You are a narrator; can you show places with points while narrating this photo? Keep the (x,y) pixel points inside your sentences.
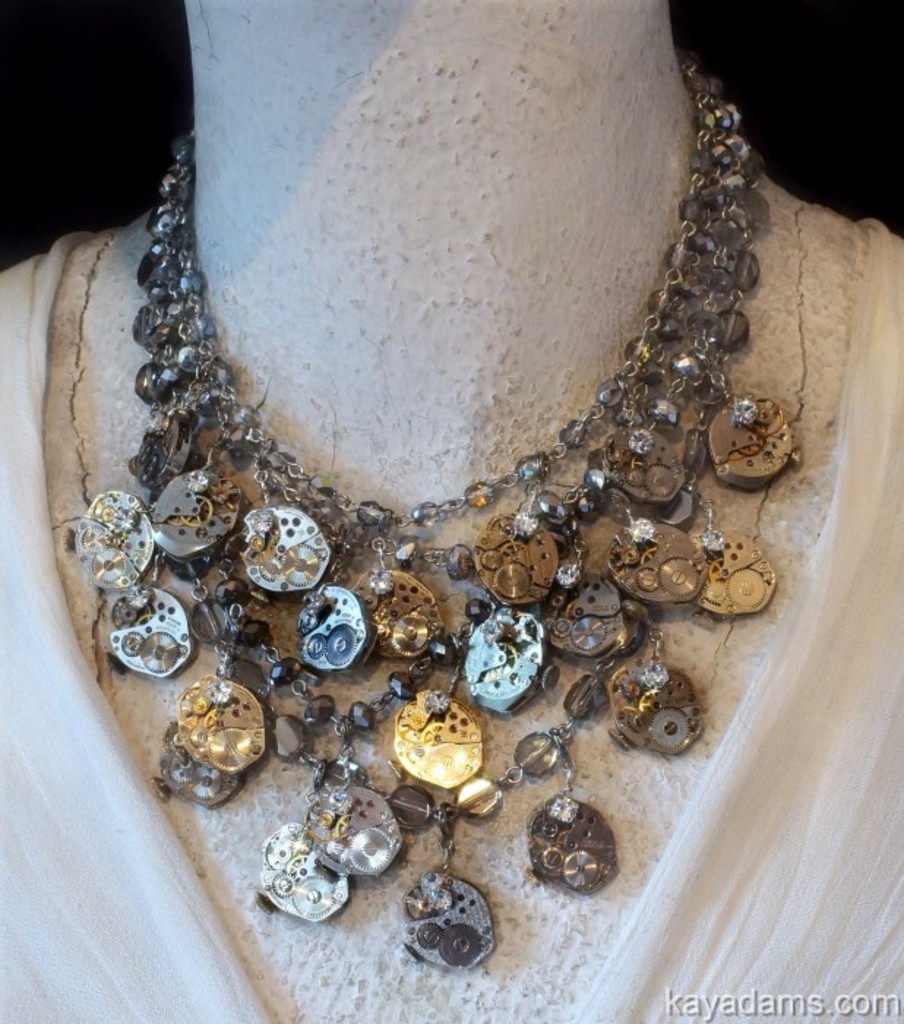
In the picture there is a necklace (496,660) present to a mannequin (297,712).
